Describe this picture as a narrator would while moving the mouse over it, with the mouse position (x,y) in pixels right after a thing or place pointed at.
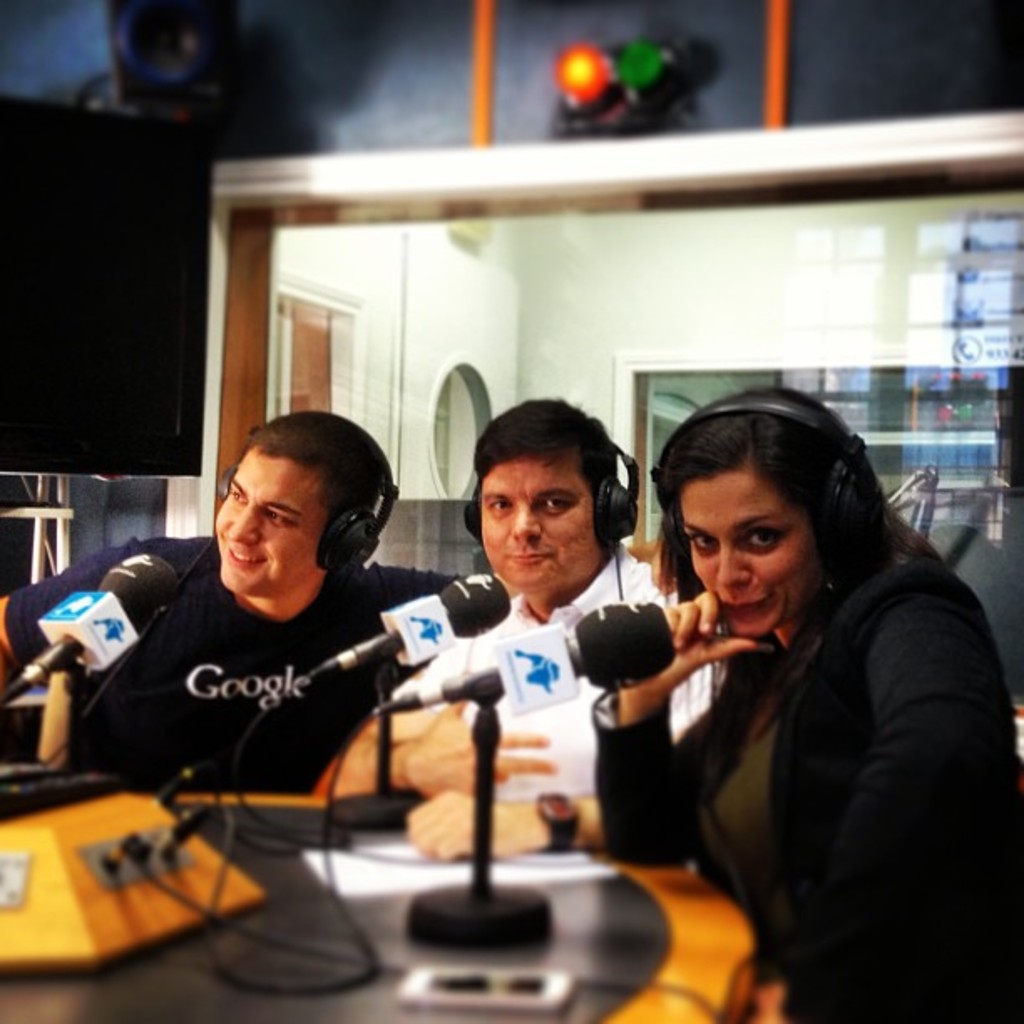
In the image we can see there are people (509,720) who are sitting on chair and they are wearing headphones (875,480) and in front of them there is a mic (118,604) on the table (176,933).
